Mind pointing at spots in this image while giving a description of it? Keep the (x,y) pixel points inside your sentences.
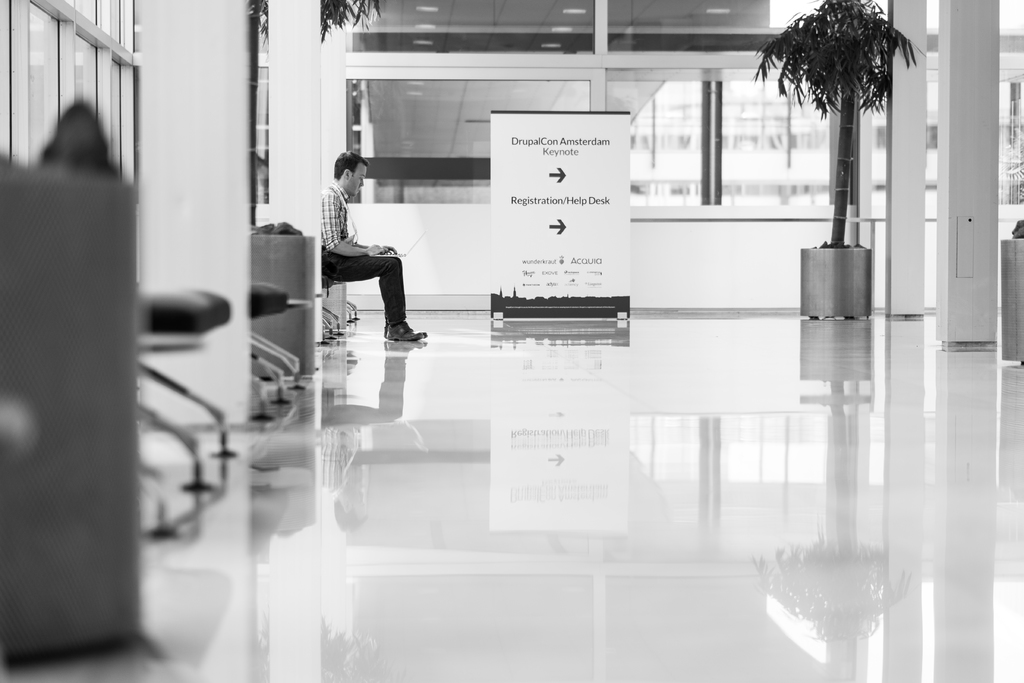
In the foreground of this black and white image, there is floor (415,470), on the left (174,433) there are chairs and a man (358,277) sitting with a laptop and we can also see a banner (611,184) and few plants (329,13).
